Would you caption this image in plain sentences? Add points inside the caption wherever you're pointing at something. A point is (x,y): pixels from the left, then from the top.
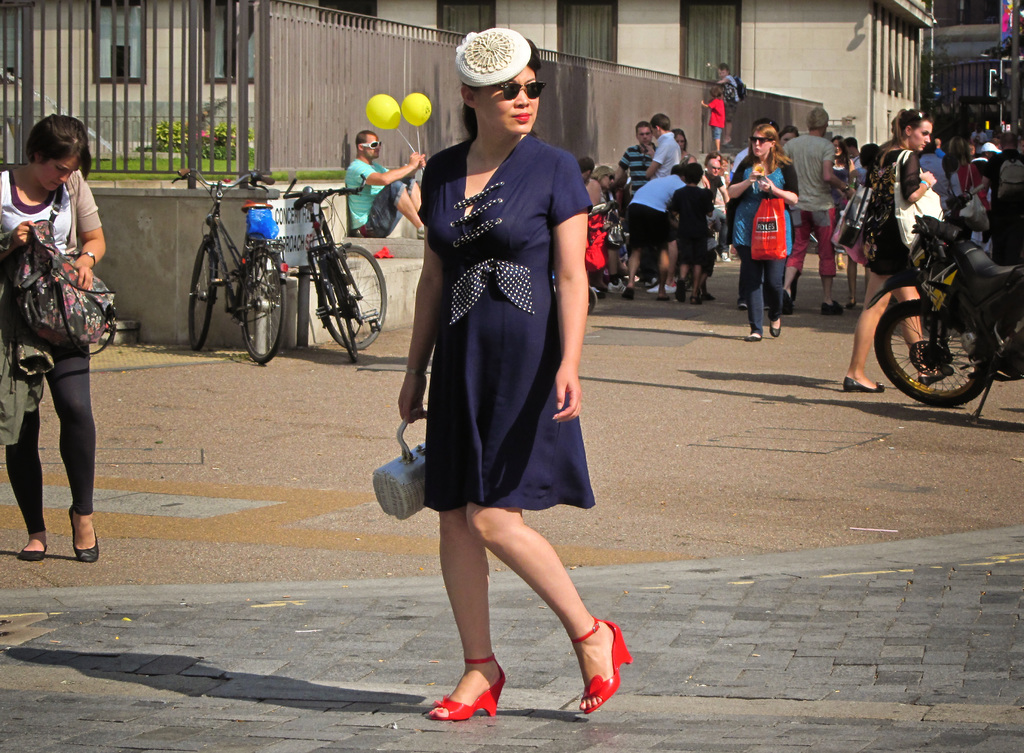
In the image there is a woman (500,536) in the foreground (469,570) and behind her there are few other people (76,127), vehicles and in the background (146,104) there is a building (131,77).
